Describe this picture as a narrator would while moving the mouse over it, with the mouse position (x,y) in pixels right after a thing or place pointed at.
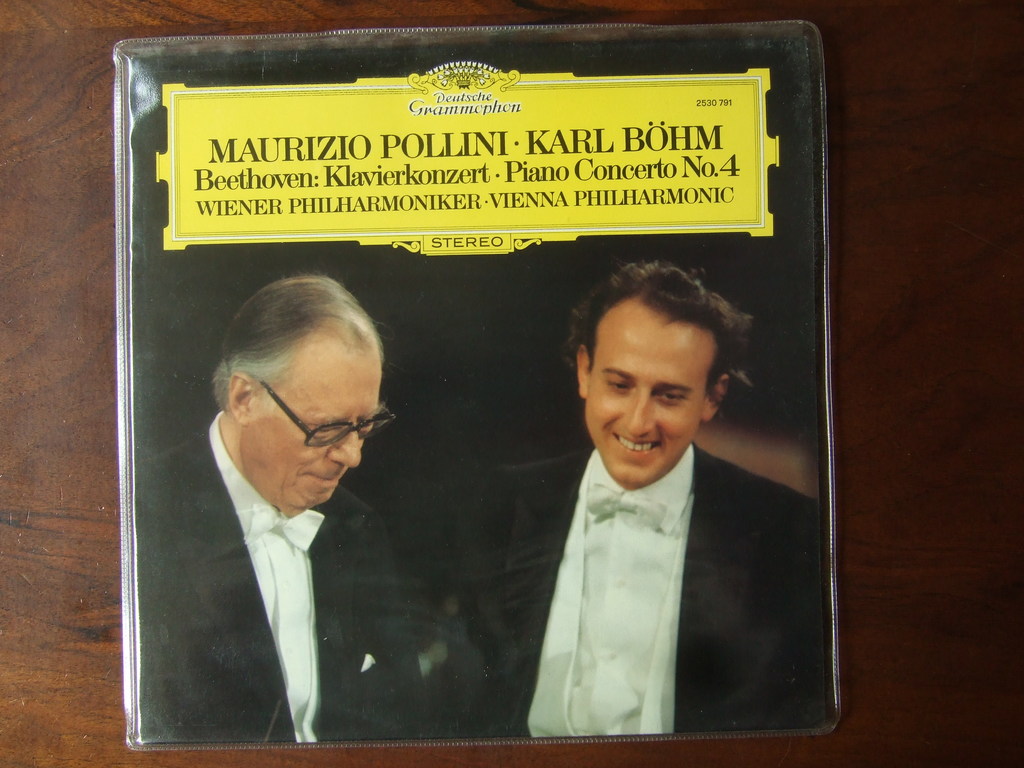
In this image I can see two persons photo (562,462) and text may be on the floor (61,747). This image is taken may be in a room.
